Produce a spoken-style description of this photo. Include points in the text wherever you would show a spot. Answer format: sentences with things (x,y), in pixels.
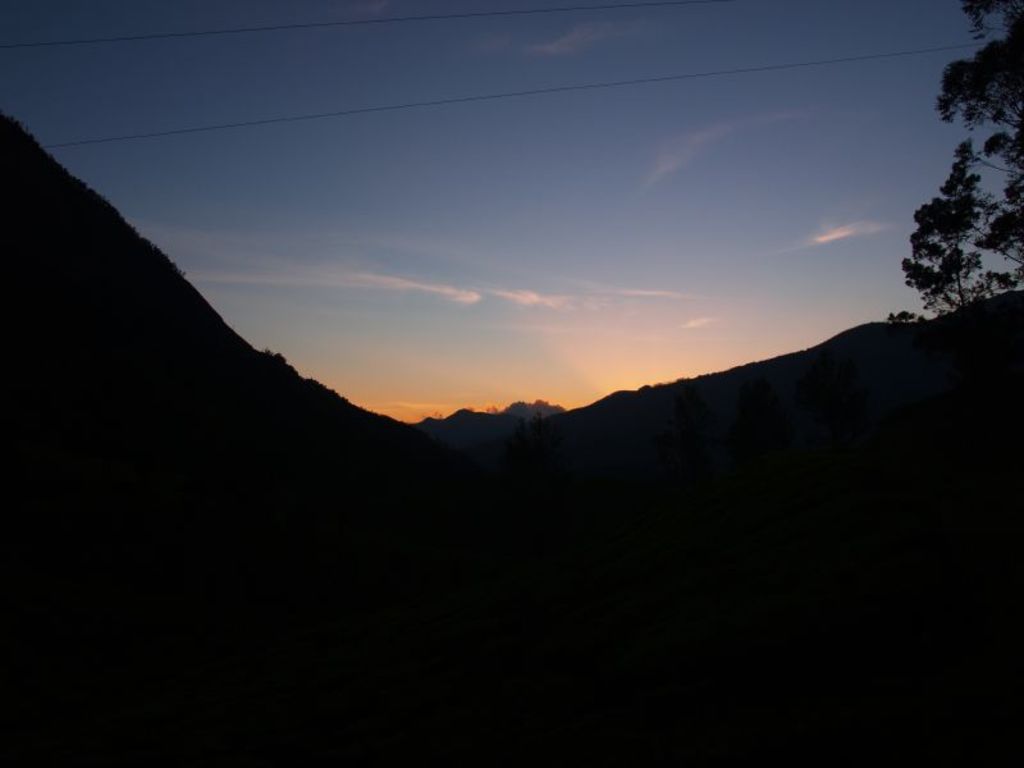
At the bottom of this image (695,675), there are trees (1022,207) and plants (266,362) on a mountain (866,334). In the background (715,336), there are clouds (305,286) in the blue sky (574,107).
